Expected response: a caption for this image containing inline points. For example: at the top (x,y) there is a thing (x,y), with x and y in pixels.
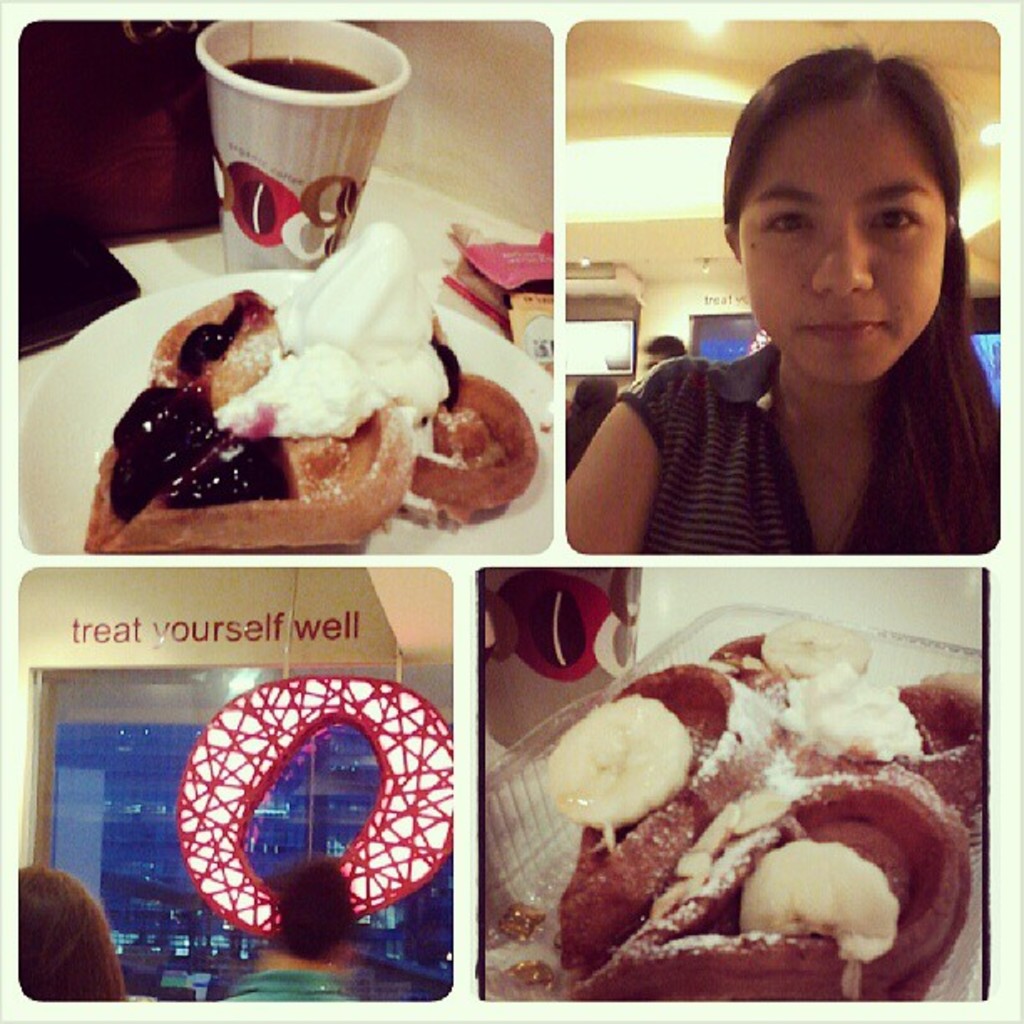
In this image we can see a food item (222,352) in the plate (105,413), here is the cream (341,369) on it, beside here is the glass (297,158) on the table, here a woman (829,342) is standing, at above here is the light (712,139).
